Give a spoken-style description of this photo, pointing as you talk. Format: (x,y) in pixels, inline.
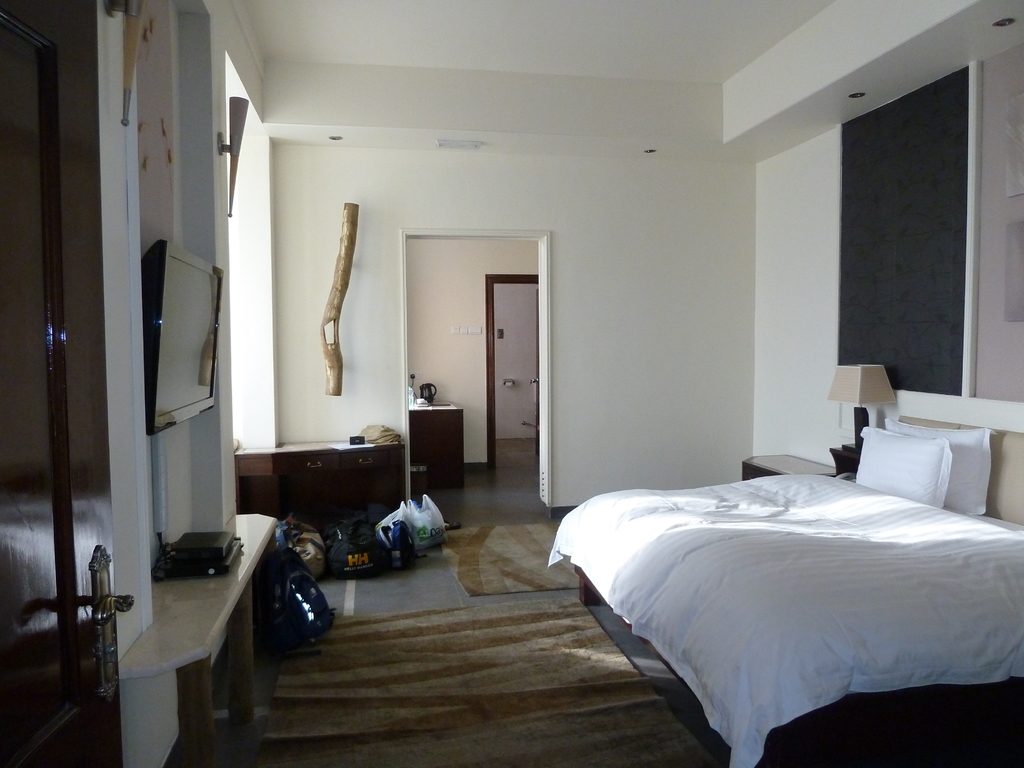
This image is taken inside the room (709,444). At the right side (872,428) there is a lamp (860,399), a bed (809,570). In the center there is a floor mat (499,617). At the left side (158,414) wall tv (187,355).
